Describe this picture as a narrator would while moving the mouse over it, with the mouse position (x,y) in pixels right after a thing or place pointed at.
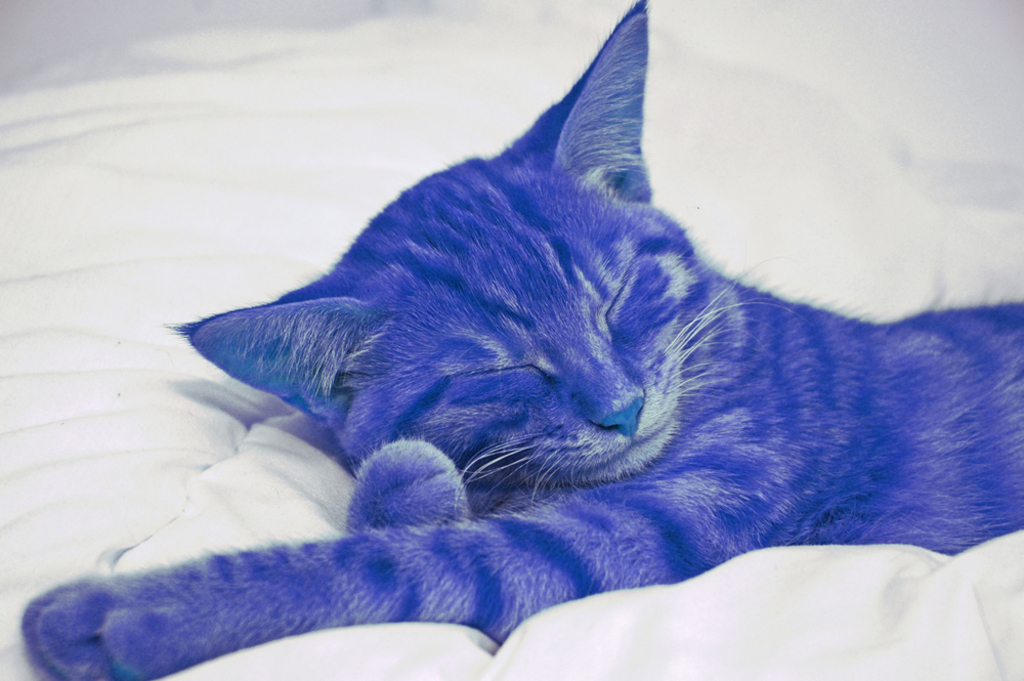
In this image there is a blue color cat (501,327) sleeping on the bed (141,332).
